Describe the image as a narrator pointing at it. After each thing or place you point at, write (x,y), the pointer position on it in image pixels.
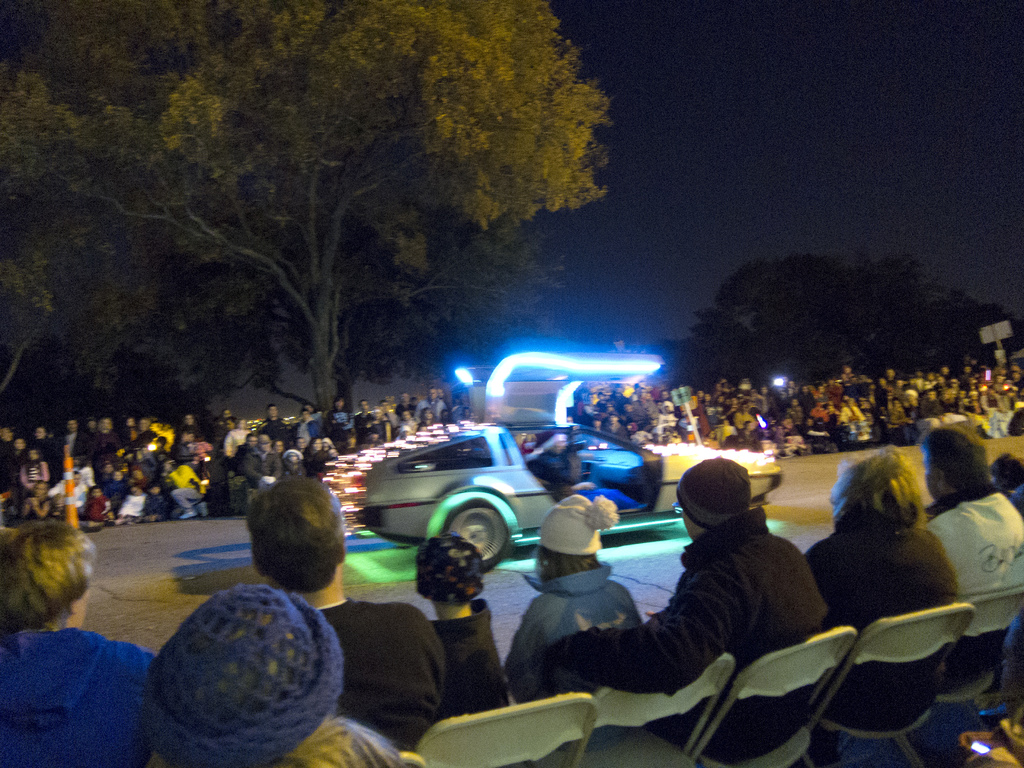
In this image, we can see a vehicle (433,456) on the road (526,552) and there are some people (610,674) sitting on the chairs (829,671) and we can see a crowd (873,397) and there are trees (772,341), lights (595,371), a board (1000,324) and a traffic cone (68,498).
